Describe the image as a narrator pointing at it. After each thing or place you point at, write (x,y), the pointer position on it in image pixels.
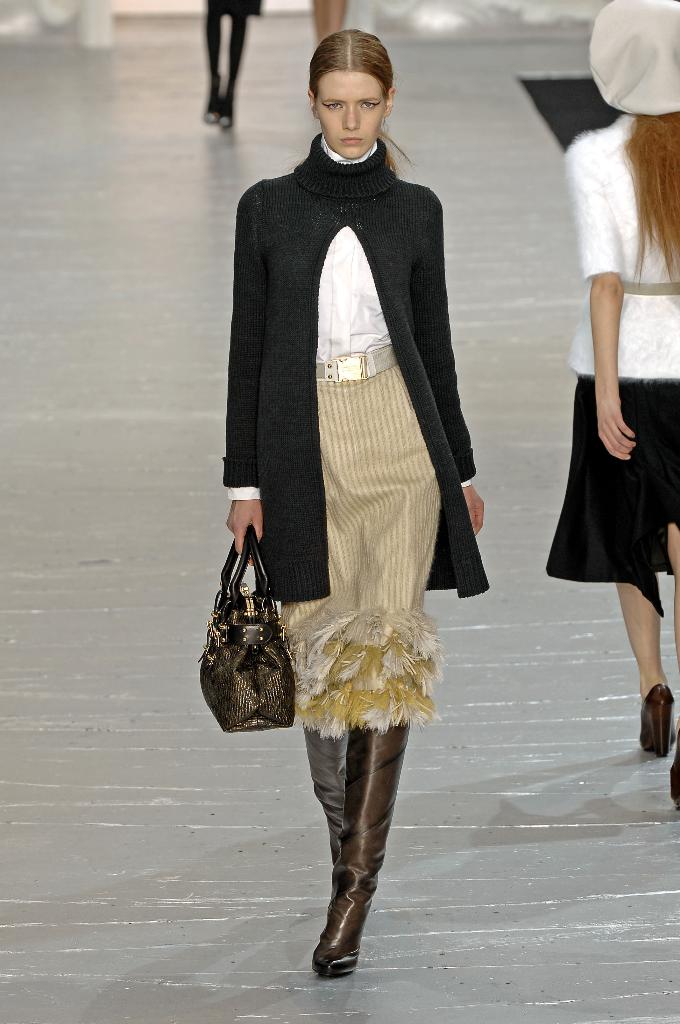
There is a woman (372,522) in this picture, walking, holding a bag (235,630) in her hand (234,503). She is wearing a black cardigan (449,429). In the background (641,645) there are some people (636,384) walking.
